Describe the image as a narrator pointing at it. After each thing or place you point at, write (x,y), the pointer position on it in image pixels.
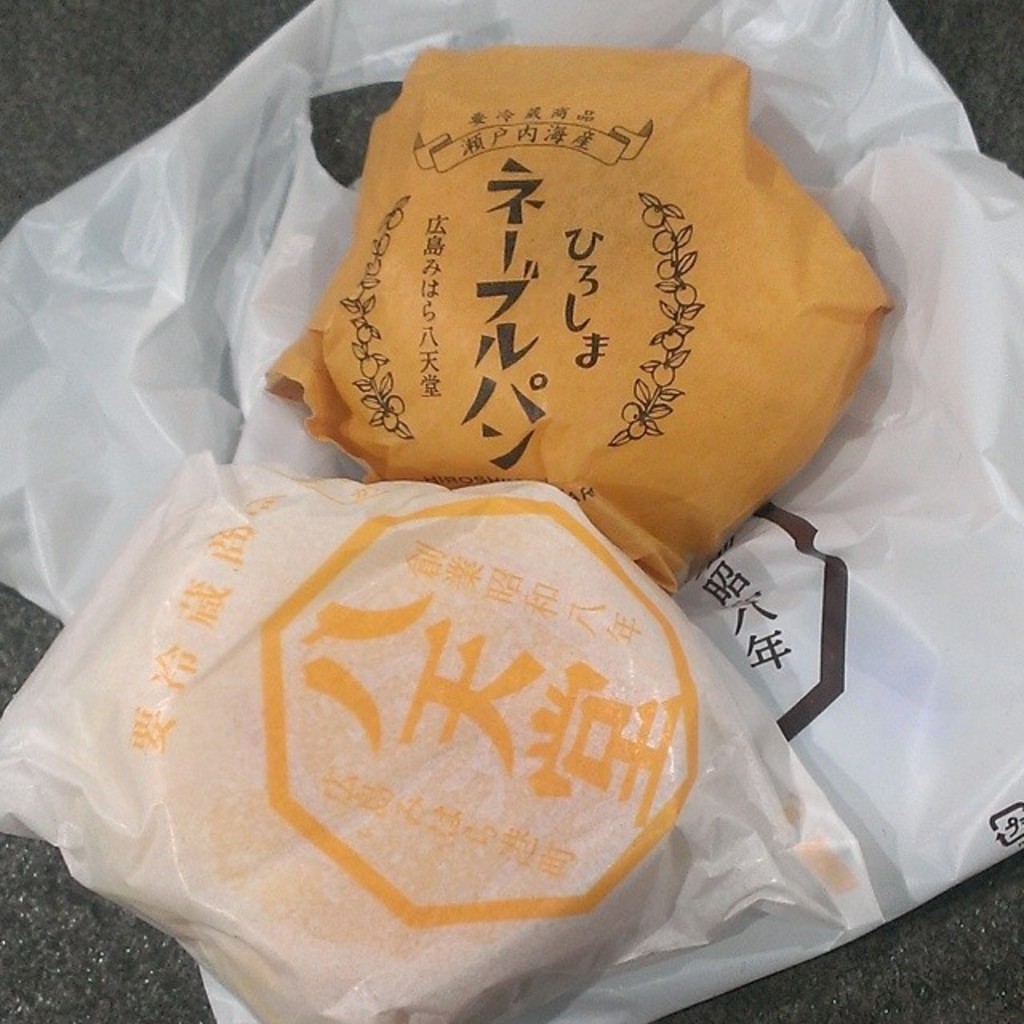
In this image there is a table (134,39) with a plastic bag (859,562) and two sweet buns (544,504) on it.
